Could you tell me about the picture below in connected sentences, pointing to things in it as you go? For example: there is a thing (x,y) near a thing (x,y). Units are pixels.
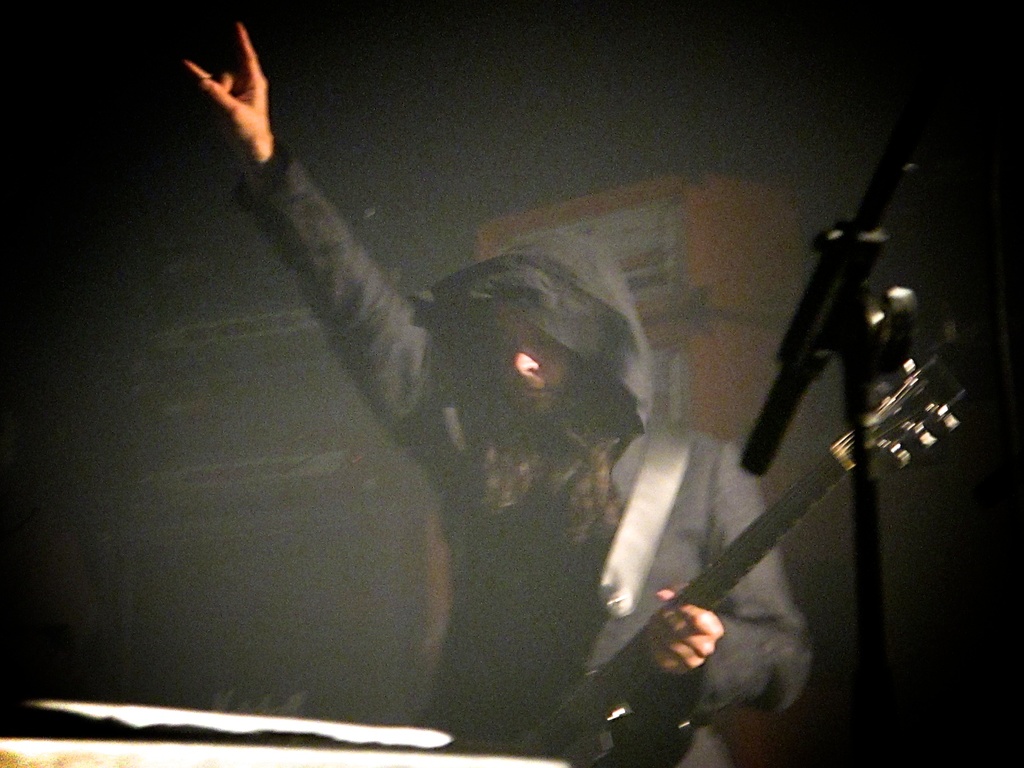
Here a person (603,467) is standing and holding guitar (599,669) in his hand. It is a microphone (878,667). In the background (809,513) it is blur.
